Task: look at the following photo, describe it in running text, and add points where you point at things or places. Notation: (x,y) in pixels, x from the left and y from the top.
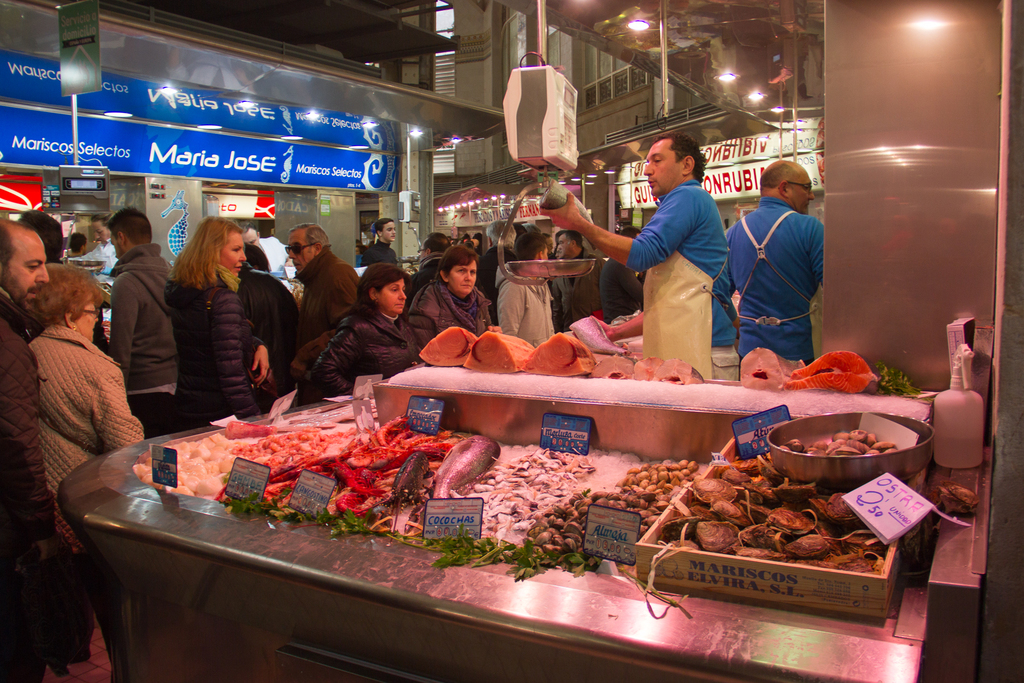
This picture might be taken in a market (306,378), in this picture at the bottom (809,518) there are some fishes (809,555) and some boards (626,521). And in the center (467,271) there are some people (635,238) who are walking and one of them is weighing a fish (555,199), and in the background (287,152) there are some stores (92,149), boards (190,139), poles (544,56), and lights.
